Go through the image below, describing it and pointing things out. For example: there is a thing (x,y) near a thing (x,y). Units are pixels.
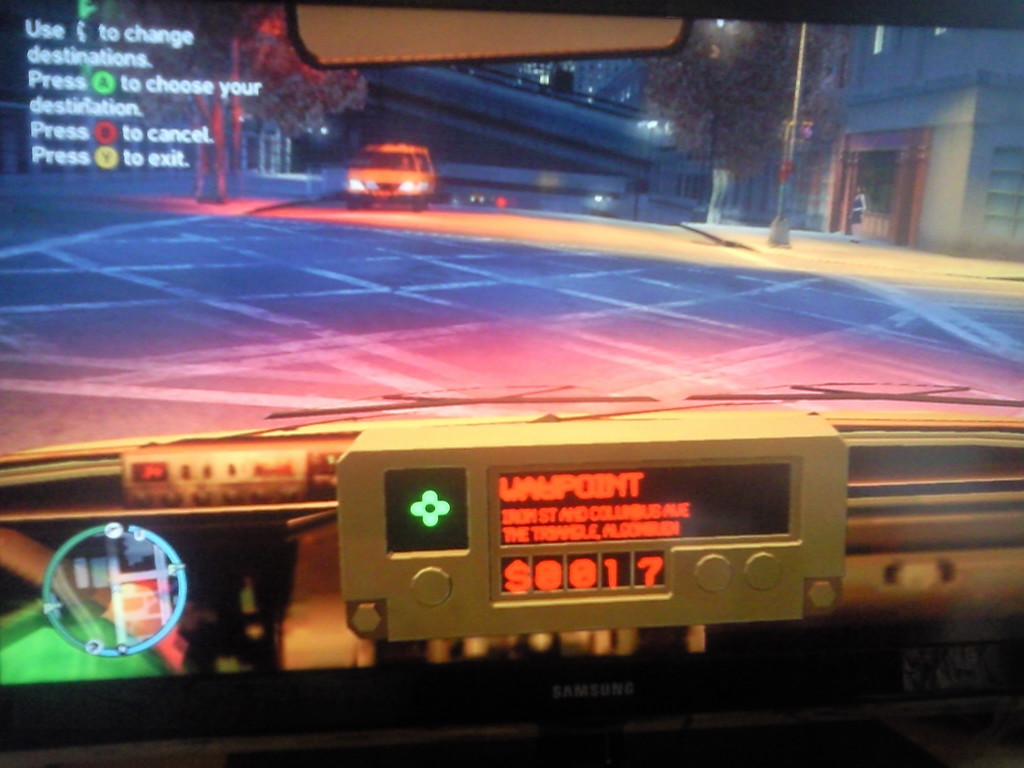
In this image I can see the dashboard (213,589) of the vehicle (585,546) and the windshield (339,252). Through the windshield (417,250) I can see the road (469,303), few vehicles (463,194) on the road (481,314), a person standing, few buildings (836,194), few lights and a tree (729,113).
